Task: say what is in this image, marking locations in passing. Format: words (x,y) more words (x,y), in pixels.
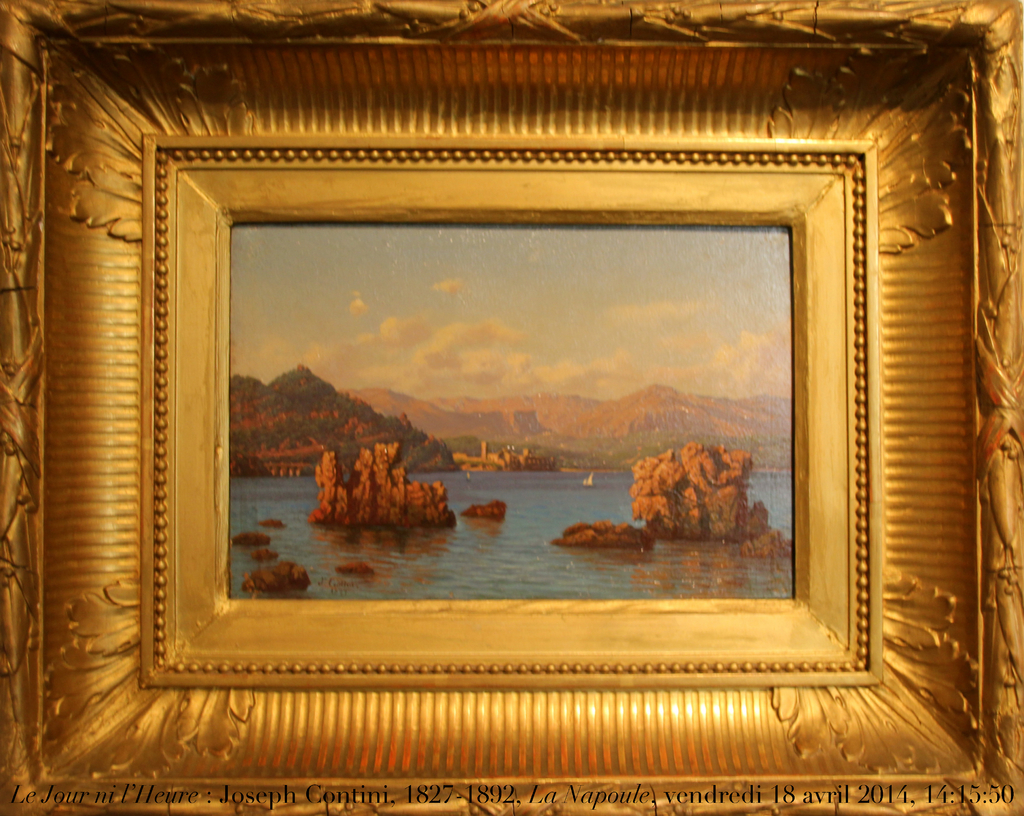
In this image we can see there is a photo frame (95,533). In the photo frame (911,634) there is a river (479,497), mountains (469,427) and sky (467,316).
